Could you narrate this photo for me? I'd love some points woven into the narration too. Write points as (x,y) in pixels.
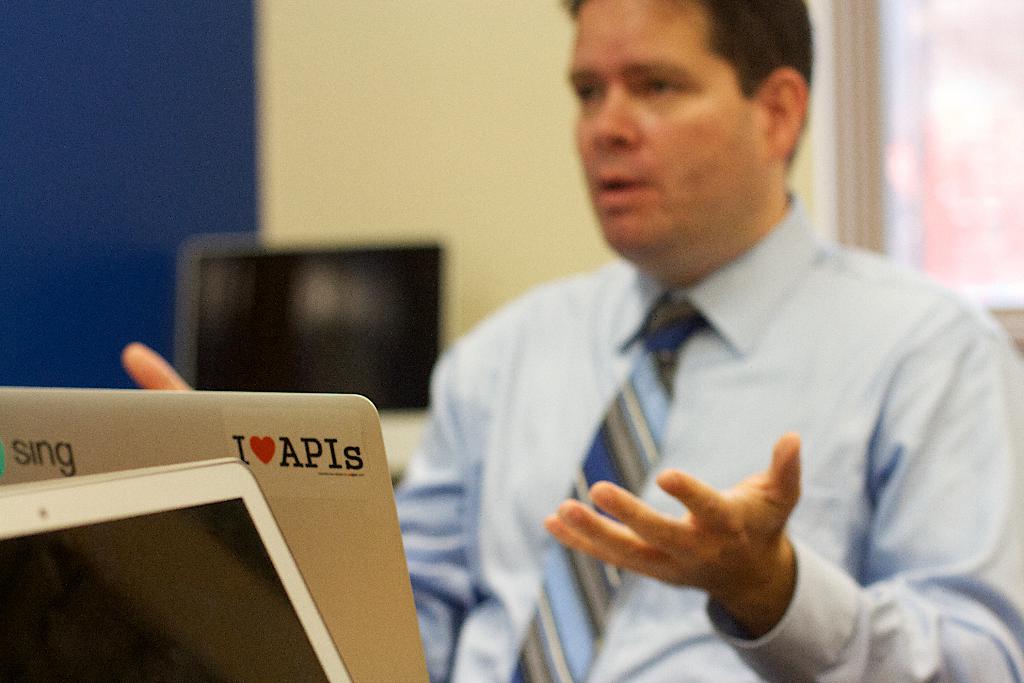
On the right side (748,104), there is a person (773,142) in a blue color shirt (888,339), sitting and speaking. On the left side (129,460), there is a laptop (189,440) and there is a screen (160,674) of an electronic device (207,616). In the background (421,232), there is a wall (553,23) and other objects (980,54). And the background (486,263) is blurred.
